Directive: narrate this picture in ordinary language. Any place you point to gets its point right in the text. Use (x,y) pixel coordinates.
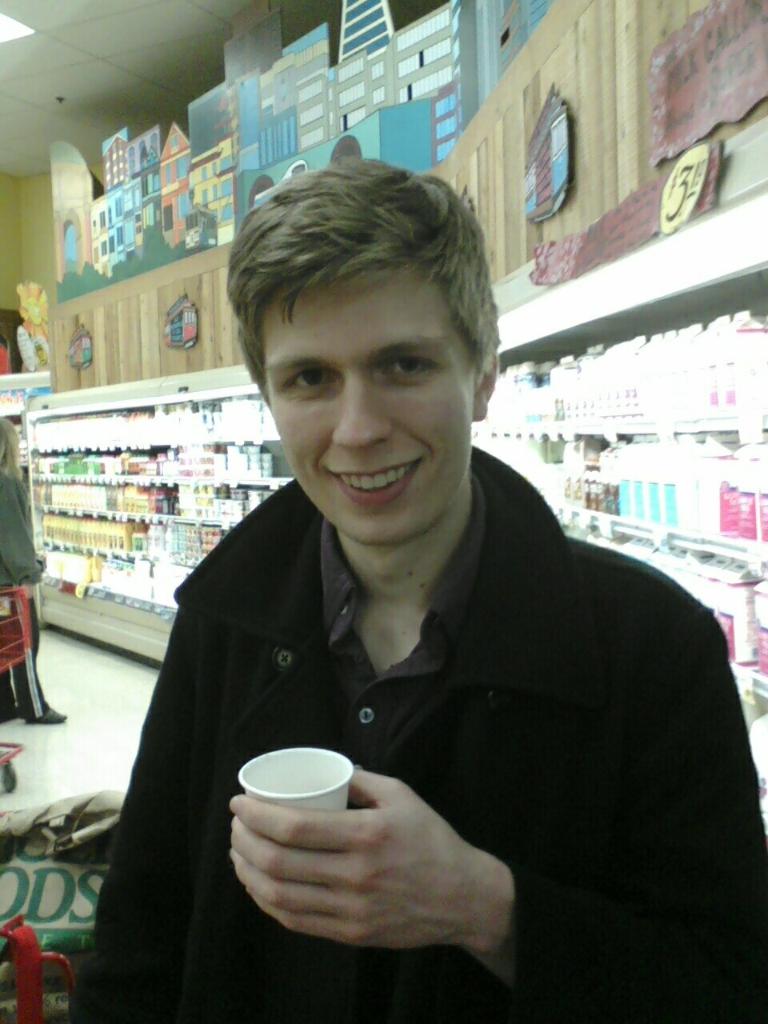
In this image we can see a person (319,460) holding a glass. There are many objects (571,473) placed on the racks (624,441). There is a painting (185,174) at the top of the image (73,214). We can see a person (10,531) standing at the left side of the image (8,508). There is a light (15,30) at the left side of the image (8,24). There are few objects (35,893) at the bottom of the image (17,932).
